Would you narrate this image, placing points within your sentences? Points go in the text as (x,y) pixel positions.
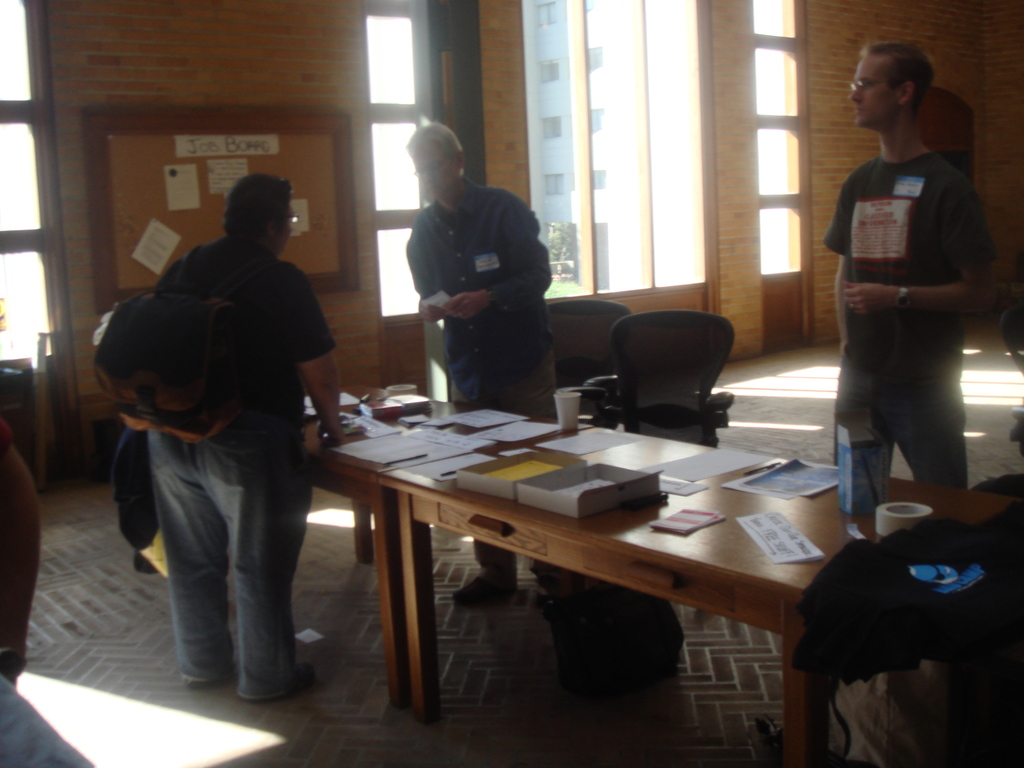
This is a picture taken in a room (582,433), there are a three people (272,344) standing on a floor (479,704). In front of the people (846,369) there is a table (624,564) on the table (668,552) there is a cup (559,413), paper (455,457), pens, box (571,499), tape (895,505) and a paper (725,469). Background of this people (416,259) is a wall (257,56) on the wall (228,64) there is a board (216,208) and a glass window (614,128).
